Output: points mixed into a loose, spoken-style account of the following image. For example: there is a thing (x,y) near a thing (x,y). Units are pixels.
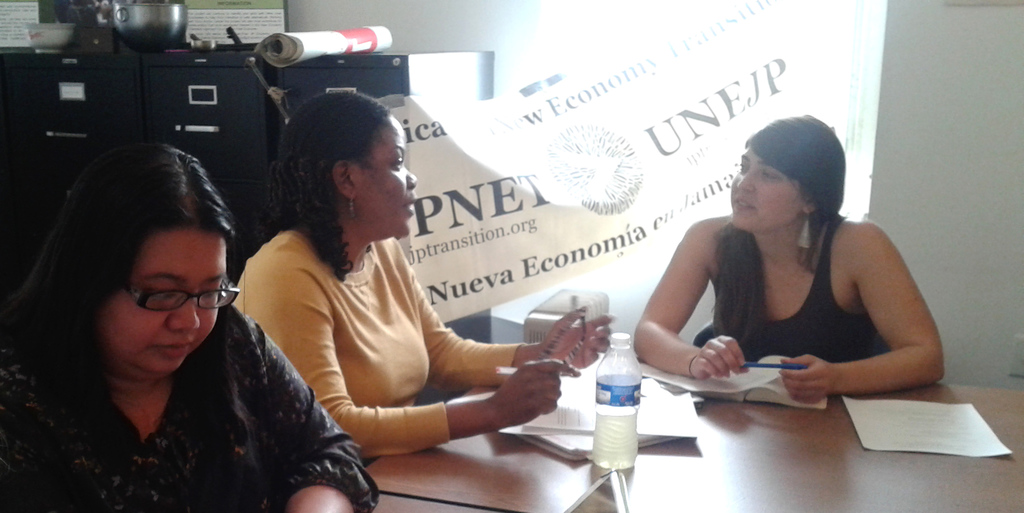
In this picture there is a woman (860,247) who is wearing black dress (824,336) and holding a pen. On the left (95,265) there is a woman (136,315) who is wearing spectacle (142,304) and black dress (198,445). Beside her I can see another woman (384,351) who is sitting near to the table (1004,496). On the table (833,396) I can see the papers (740,380) and water bottle (630,390). In the back (661,138) I can see the banner (619,155) which is placed near to the window (547,37). In the top left corner (62,28) I can see some banners (283,39), bowls (173,11), steel objects (126,34) which are kept on the black filing cabinets (173,85).
